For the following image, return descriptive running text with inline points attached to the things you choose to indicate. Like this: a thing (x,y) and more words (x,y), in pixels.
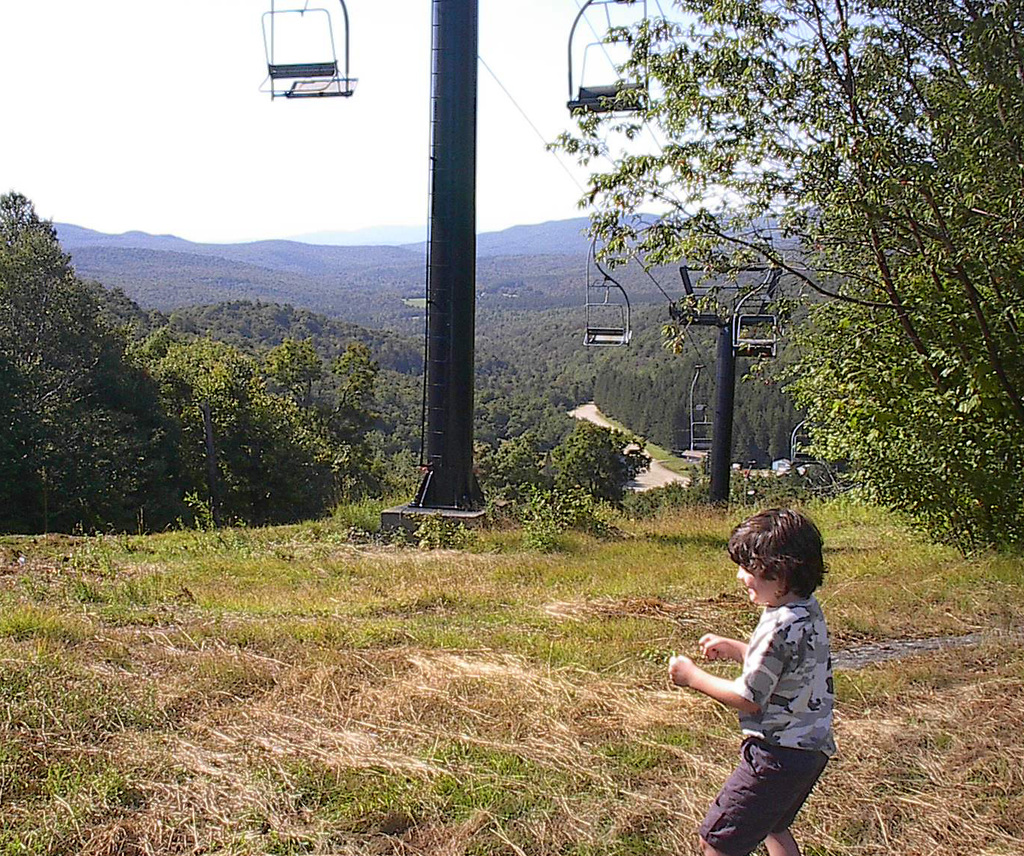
Here we can see a children (719,687) standing on the grass (476,803). There are cable cars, poles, plants (436,542), and trees (500,371). In the background (561,151) there is sky (404,16).
